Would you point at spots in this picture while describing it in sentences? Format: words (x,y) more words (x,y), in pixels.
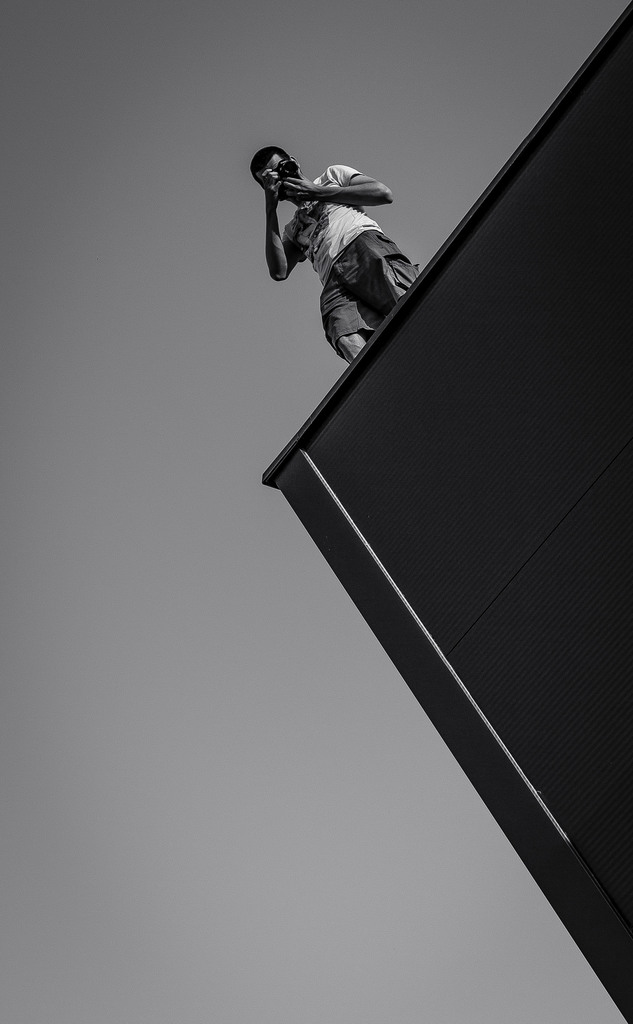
In this image we can see a person (347,206) wearing white color T-shirt (332,215) black color short (376,299) standing on the top of the building (477,323) holding camera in his hands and at the background of the image (211,222) there is clear sky (190,353).
